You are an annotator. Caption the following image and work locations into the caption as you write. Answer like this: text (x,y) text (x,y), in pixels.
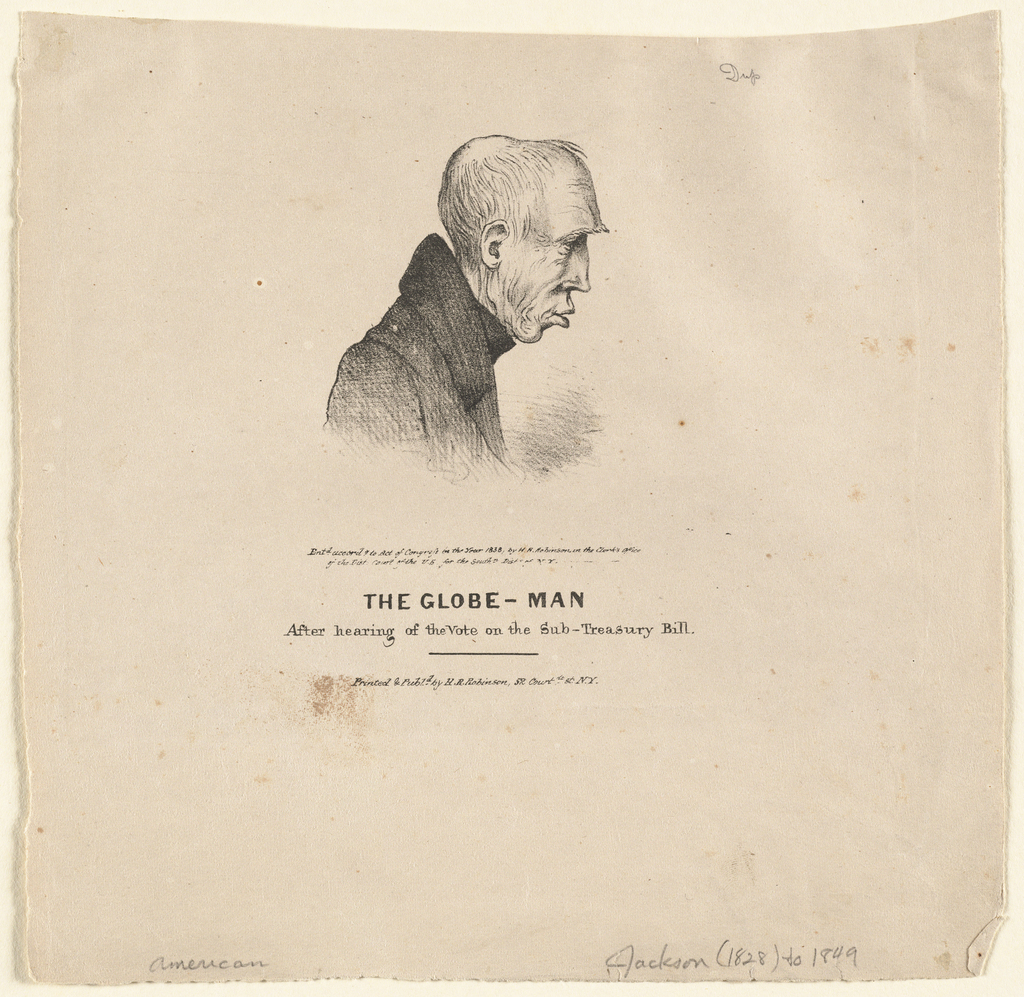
In this picture we can see a poster (593,306), in this poster (593,316) we can see a person (446,455) and text (538,600).
